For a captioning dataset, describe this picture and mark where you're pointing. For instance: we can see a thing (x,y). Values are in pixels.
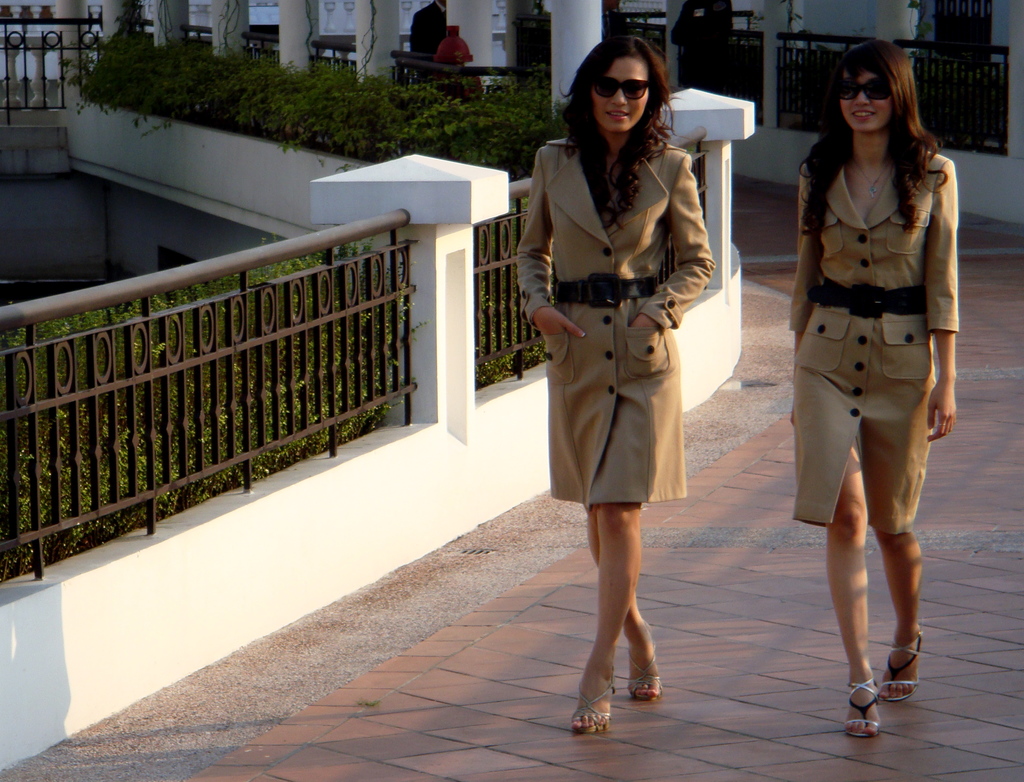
In this image we can see two ladies (912,342) walking. On the left (136,443) there is a fence (476,226) and we can see shrubs (404,91). In the background (568,75) there are pillars (570,59).
